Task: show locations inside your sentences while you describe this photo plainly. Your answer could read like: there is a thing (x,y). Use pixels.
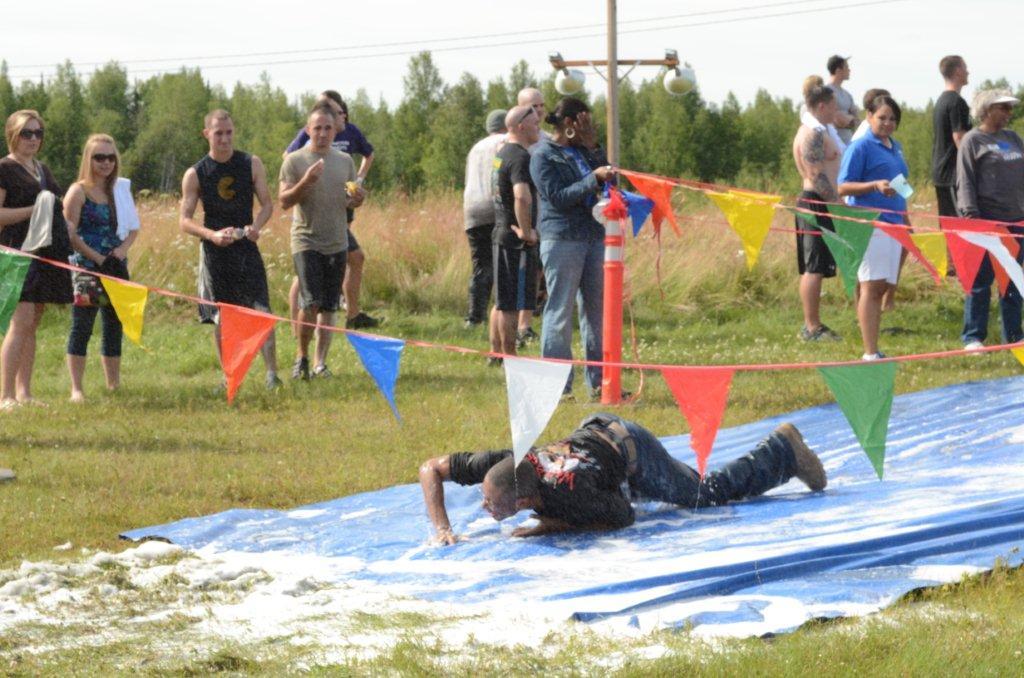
On the bottom (564,518) there is a man (583,472) who is wearing t-shirt (601,472), jeans (656,489) and shoe (793,451). He is lying on this blue color plastic cover (673,535). Here we can see a flags (1010,256). There is a woman (584,217) who is wearing jacket (539,185), jeans (561,282) and shoe (590,393), standing near to the pole (562,63). On the pole (612,54) we can see lights (676,84). On the left (324,272) we can see group of person (352,221). On the background (375,154) we can see many trees (429,149). Here we can see grass (442,288). On the top (441,32) we can see sky (436,5).
